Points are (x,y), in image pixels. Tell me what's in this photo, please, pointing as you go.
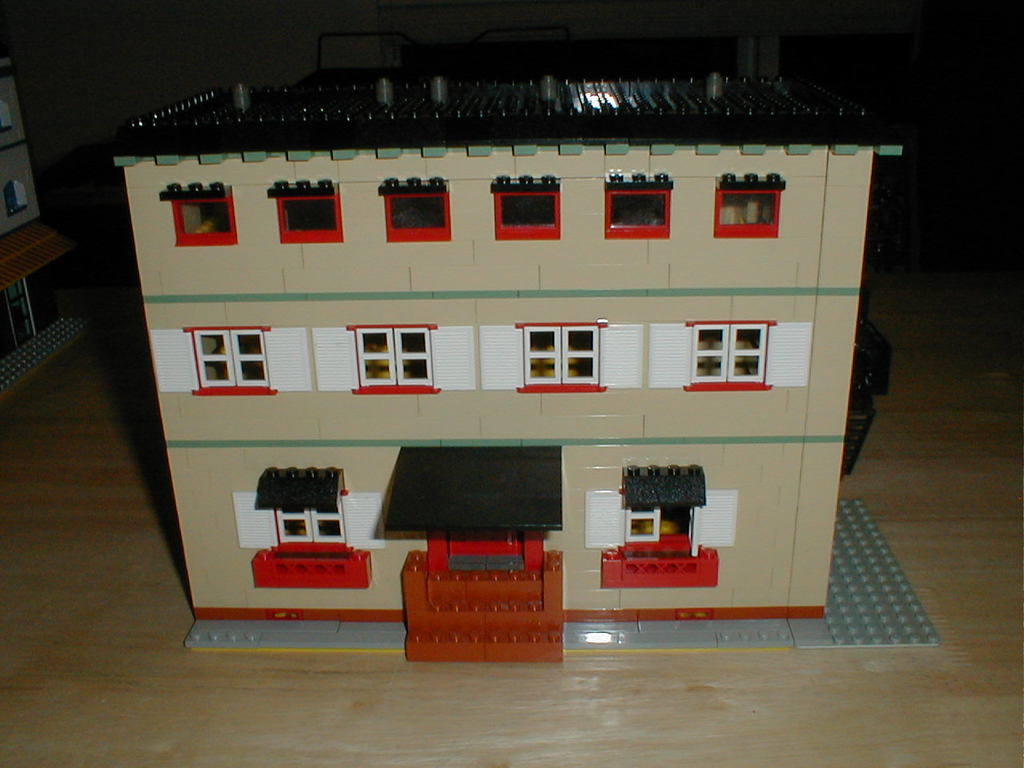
In this image we can see a house (715,517) with windows (705,383) on it. Which is built by Lego blocks (364,544) placed on the floor (579,719). In the background (2,217) we can see another building (37,237).
